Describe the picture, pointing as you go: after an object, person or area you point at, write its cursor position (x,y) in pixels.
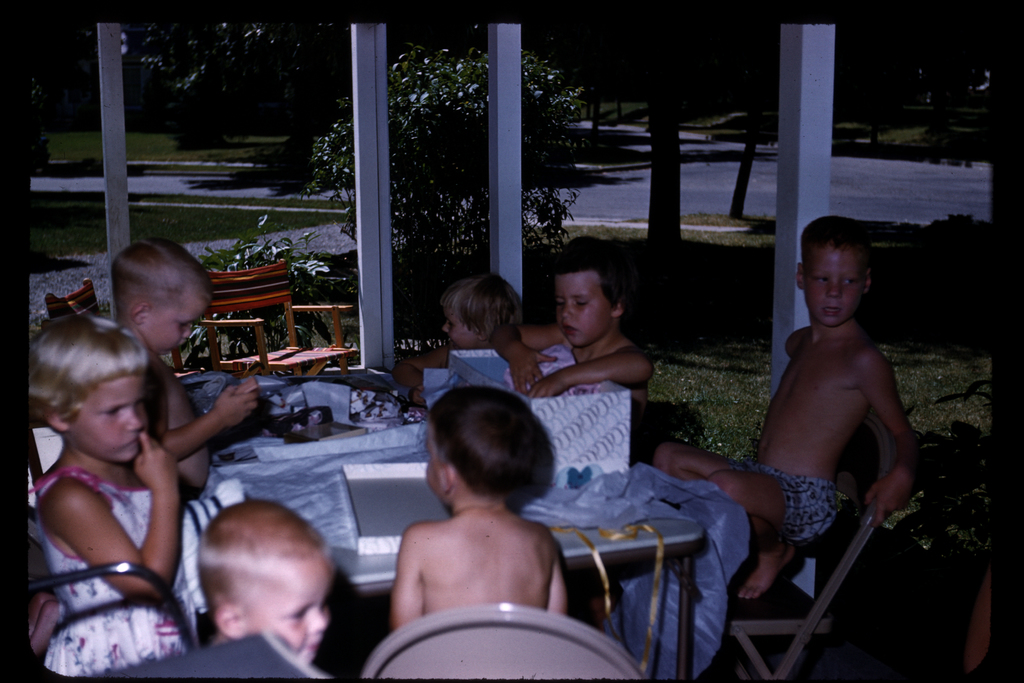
There are some children (545,595) in this picture sitting in the chairs (283,366) around the table (301,450) on which some boxes (583,442) were there. In the background (445,209) there are some trees (444,159) and a road (612,191) here.
